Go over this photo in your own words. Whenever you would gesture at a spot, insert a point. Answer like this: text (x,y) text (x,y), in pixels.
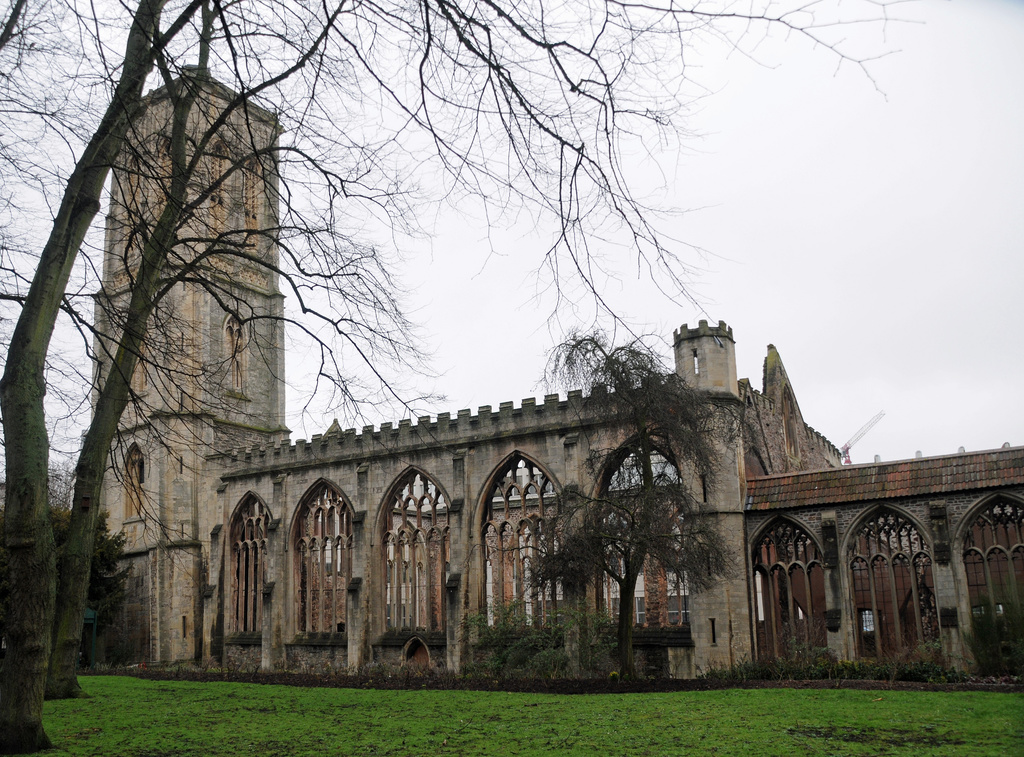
In this image in the front (93,678) there's grass (372,689) on the ground (609,735) and there are trees (29,553). In the background (255,556) is a tower (185,452) and there are arch (316,547) and the sky (918,147) is cloudy and there are trees (583,587) in the background (112,572).
